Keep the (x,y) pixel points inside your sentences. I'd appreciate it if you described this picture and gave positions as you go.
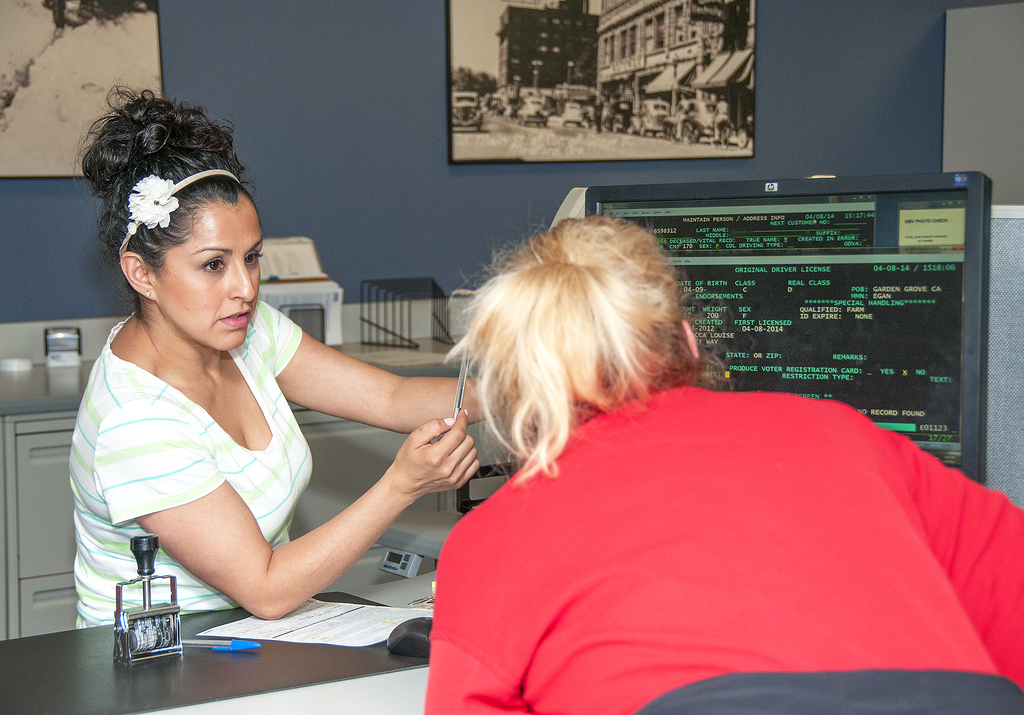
In the foreground of this image (659,566), there is a woman (699,638) sitting on the chair (843,698) near a table (364,661) on which there is a pen (234,643), paper (291,640), mouse (422,624), a monitor (771,280) and a stamp (154,641) which looks like a date stamp (157,623) and also there is a woman (184,405) sitting and holding a pen (456,413). In the background (46,411), on the desk (40,362), there are few objects (309,302) and frames (533,33) on the wall (290,92).
